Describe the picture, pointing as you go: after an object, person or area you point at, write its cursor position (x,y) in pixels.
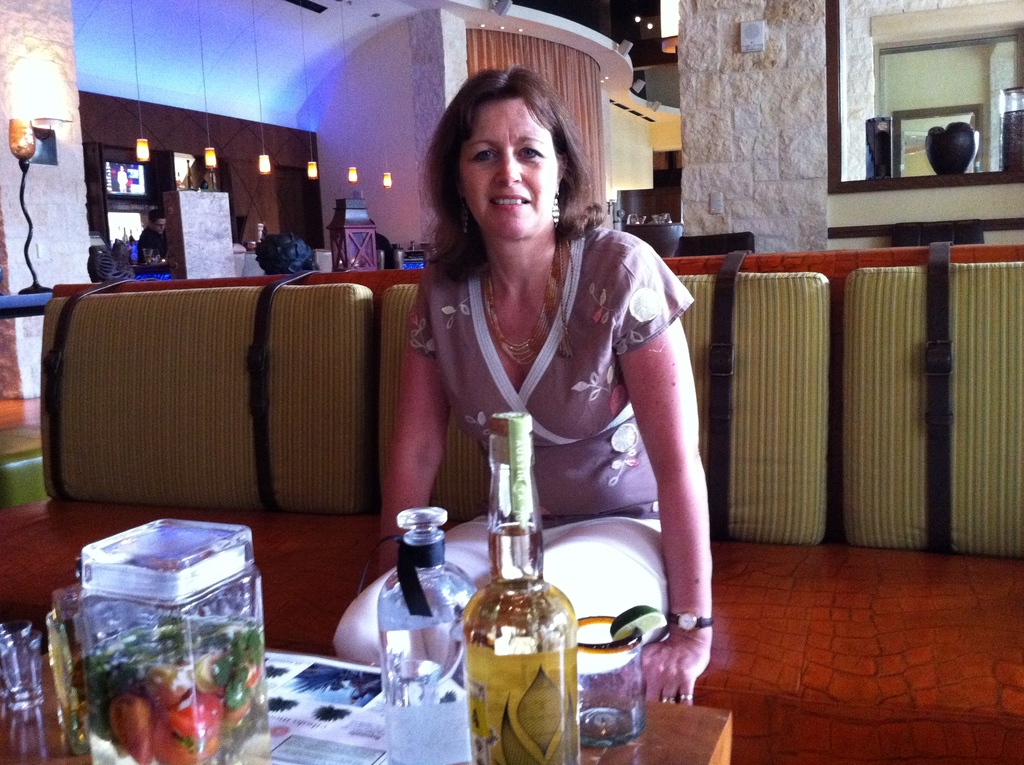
This woman (497,401) is sitting on a couch (234,501). Far this person (156,230) is standing. A television (133,174) on this rack (147,204). On this table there is a jar (210,637), bottles (384,637) and glasses (604,669). These are lights (205,158).
